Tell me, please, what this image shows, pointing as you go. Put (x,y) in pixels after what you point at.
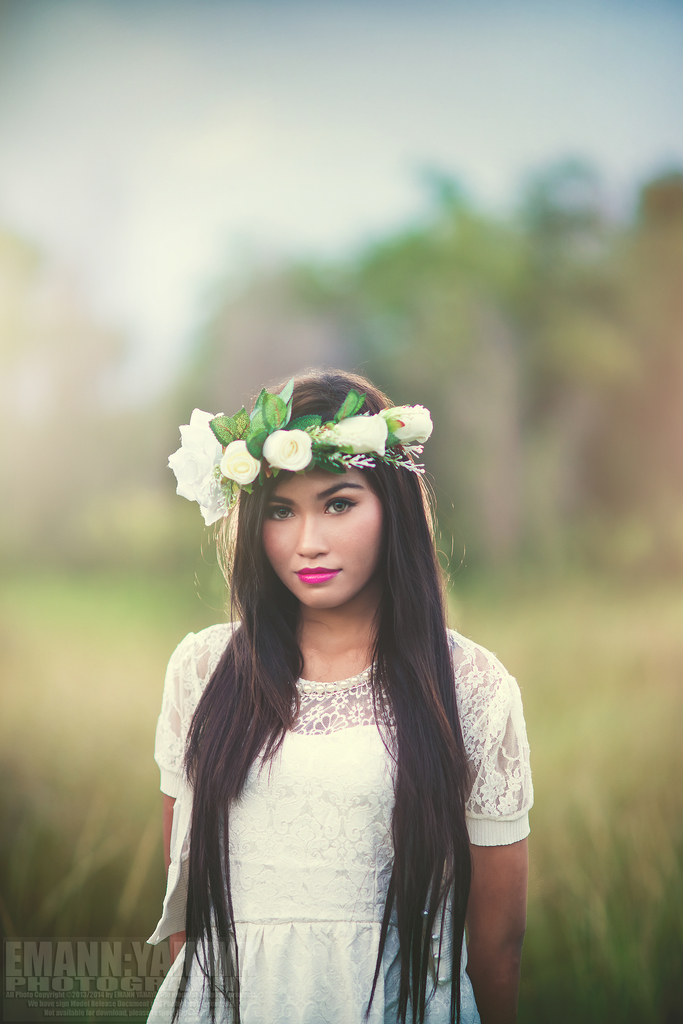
In this image we can see a woman (370,882) wearing a tiara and the background (545,574) is blurred.
